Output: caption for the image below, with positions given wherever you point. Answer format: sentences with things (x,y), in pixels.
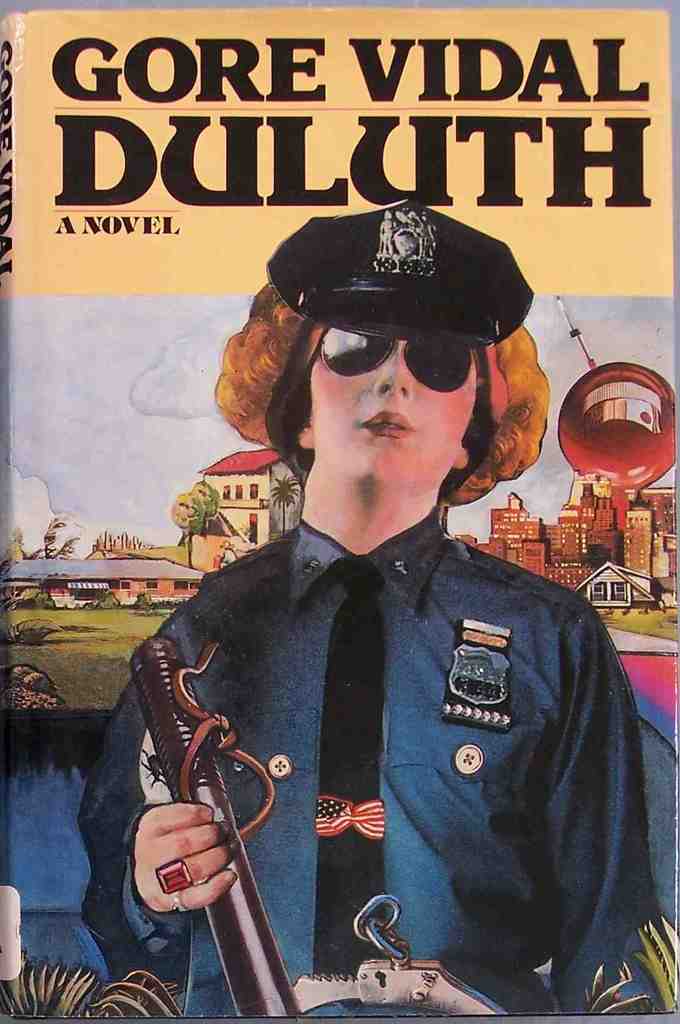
In the picture I can see depiction of a person (330,781), houses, trees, the sky (111,382) and some other things (153,615). I can also see something written on the image.
